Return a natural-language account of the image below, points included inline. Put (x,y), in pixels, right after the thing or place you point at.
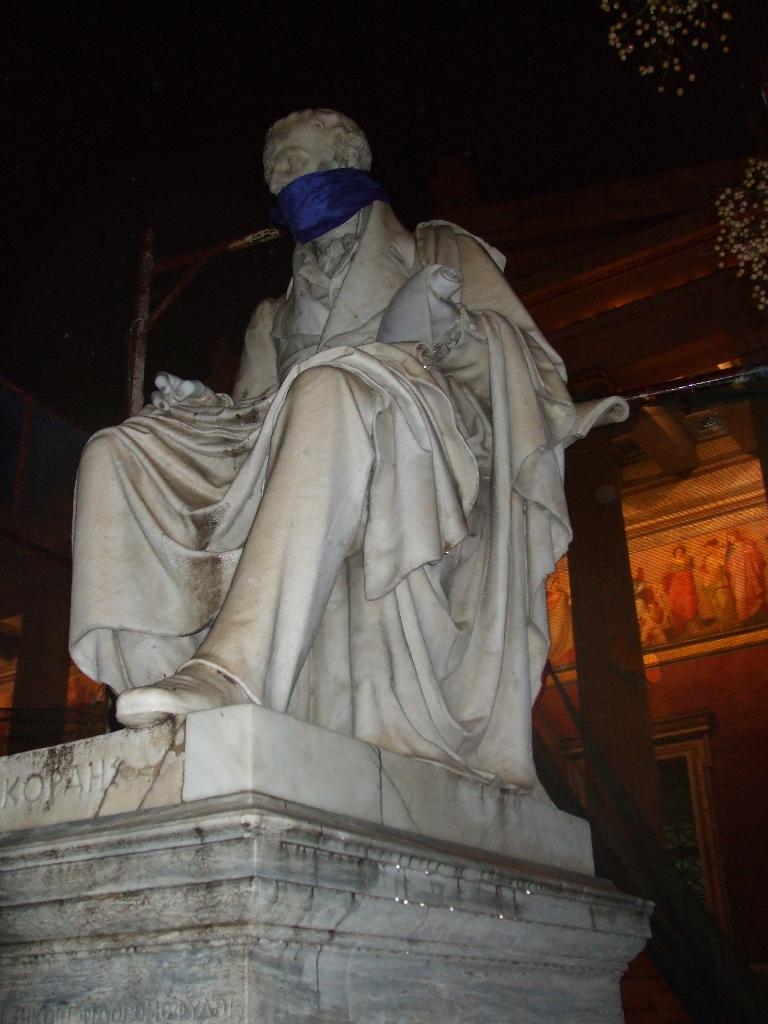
In this picture I can see there is a statue (372,353) and there is a blue ribbon (325,205) tied to it and there is a building (641,602) in the backdrop (684,525).
